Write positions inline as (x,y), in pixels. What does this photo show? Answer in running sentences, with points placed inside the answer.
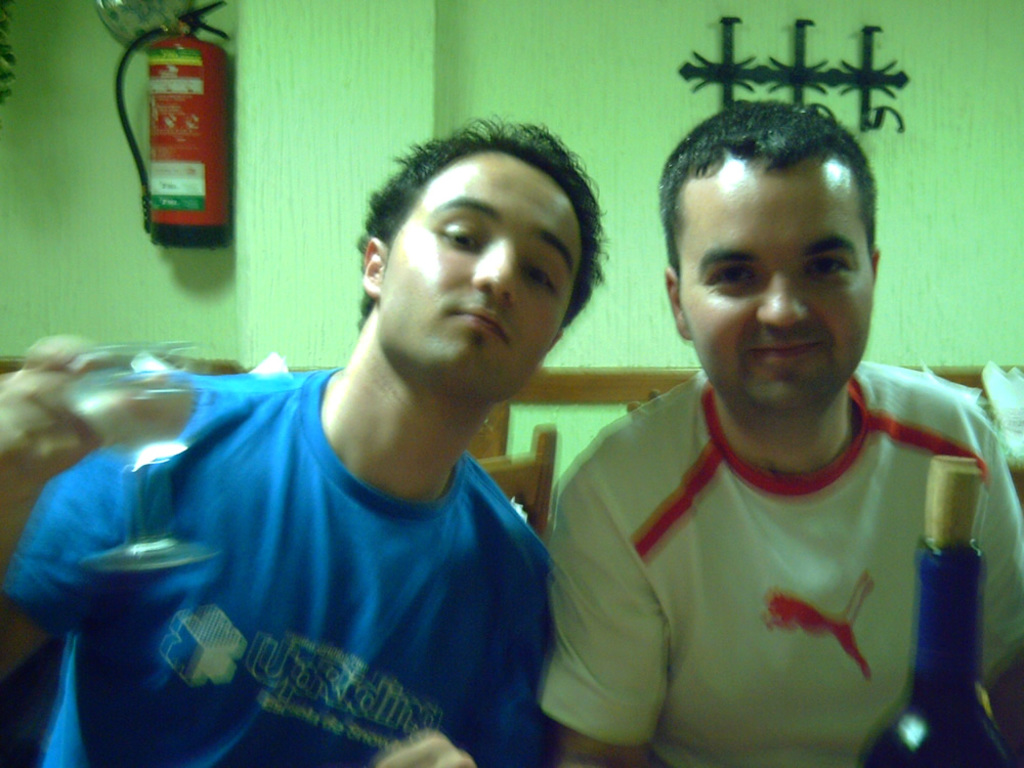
In this image we can see two men (475,506) and the left side man (475,506) is holding a glass (193,407) in his hand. In the background (170,182) we can see fire extinguisher (189,204) and objects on the wall (76,230), chair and tissue papers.
